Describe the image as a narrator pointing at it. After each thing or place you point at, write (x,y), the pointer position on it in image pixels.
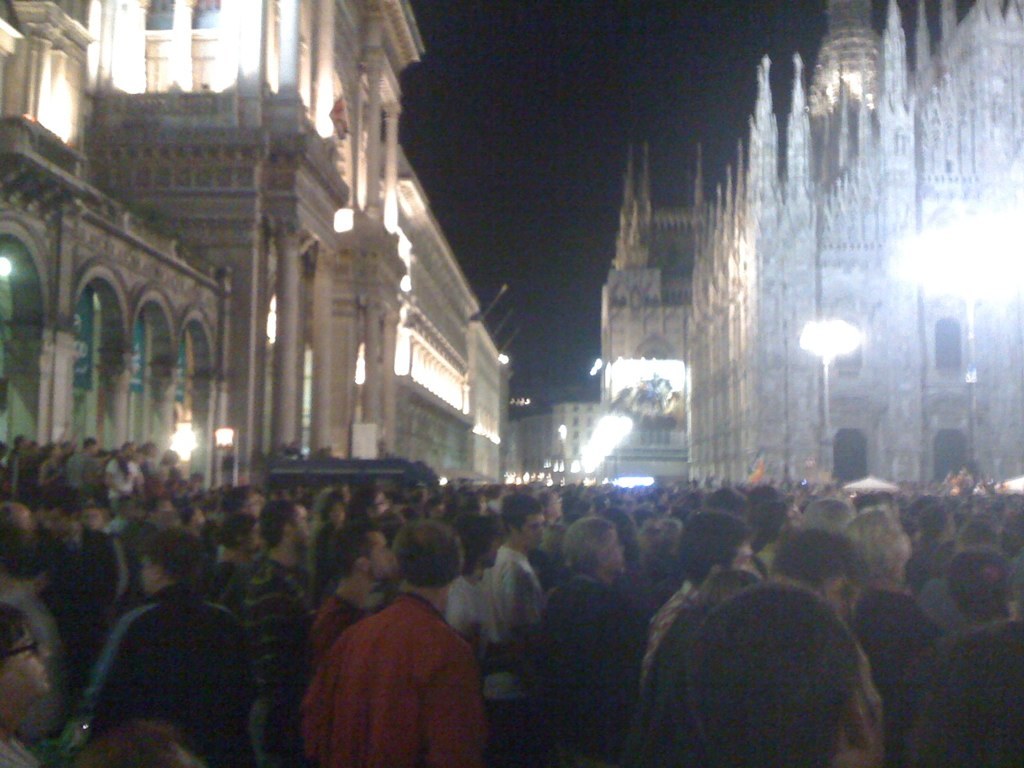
In this image we can see a crowd (545,526) standing on the road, buildings (659,340), street lights (831,326), street poles (826,412) and sky (555,177).
